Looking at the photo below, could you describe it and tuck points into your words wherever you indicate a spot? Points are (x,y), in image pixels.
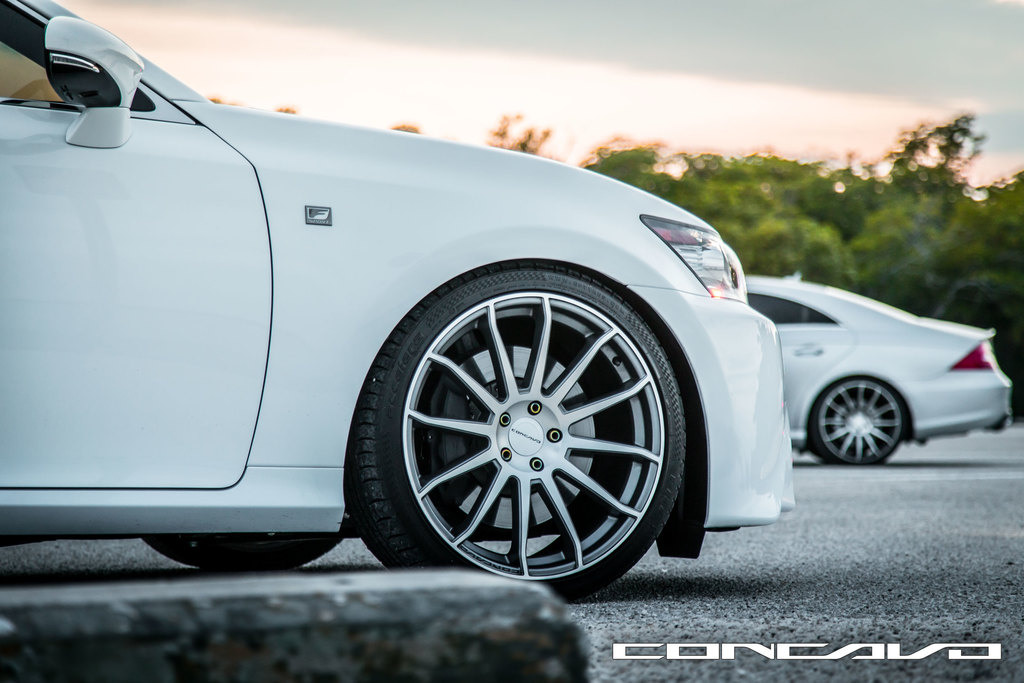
In the image there are two cars (458,379) on the road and behind the cars (675,336) there are many trees (936,230).
